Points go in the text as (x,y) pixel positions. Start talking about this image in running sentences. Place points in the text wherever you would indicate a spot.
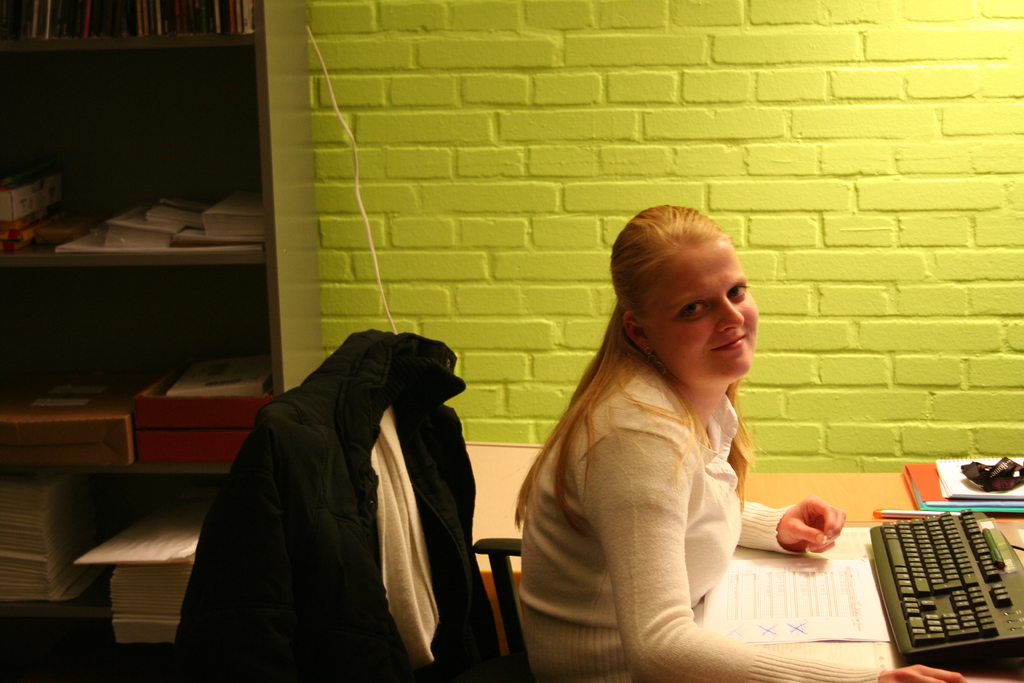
In this picture, we can see the wall (363,178) and shelves (108,93) with some objects (118,580) in it, we can see a lady (586,490) sitting in a chair (507,663), and resting her hands (933,675) on the table (852,502) we can see some objects (942,562) on table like keyboard (951,566), books (916,486) and papers (955,484).
